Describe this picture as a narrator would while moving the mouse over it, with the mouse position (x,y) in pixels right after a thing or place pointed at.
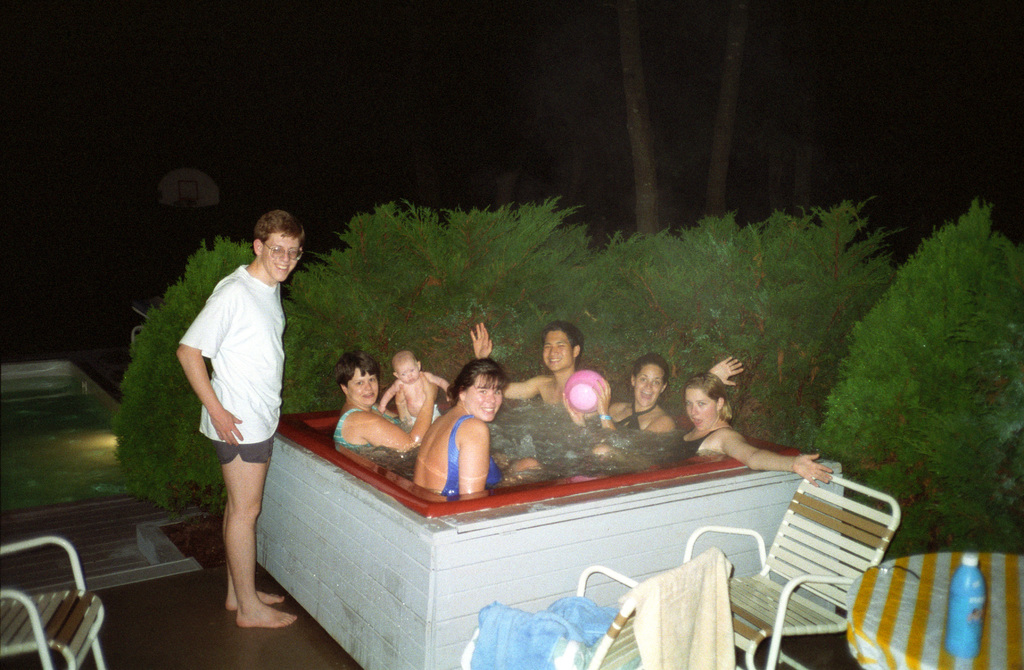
Background (36,134) portion of the picture is dark. In this picture we can see people (801,473) in a water tub (694,530). We can see a man (268,293) wearing a t-shirt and spectacles (287,256). He is standing and smiling. We can see the trees (381,322), chairs (778,604), towels (508,640). On a table (905,576) we can see a bottle (979,584) and an object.
